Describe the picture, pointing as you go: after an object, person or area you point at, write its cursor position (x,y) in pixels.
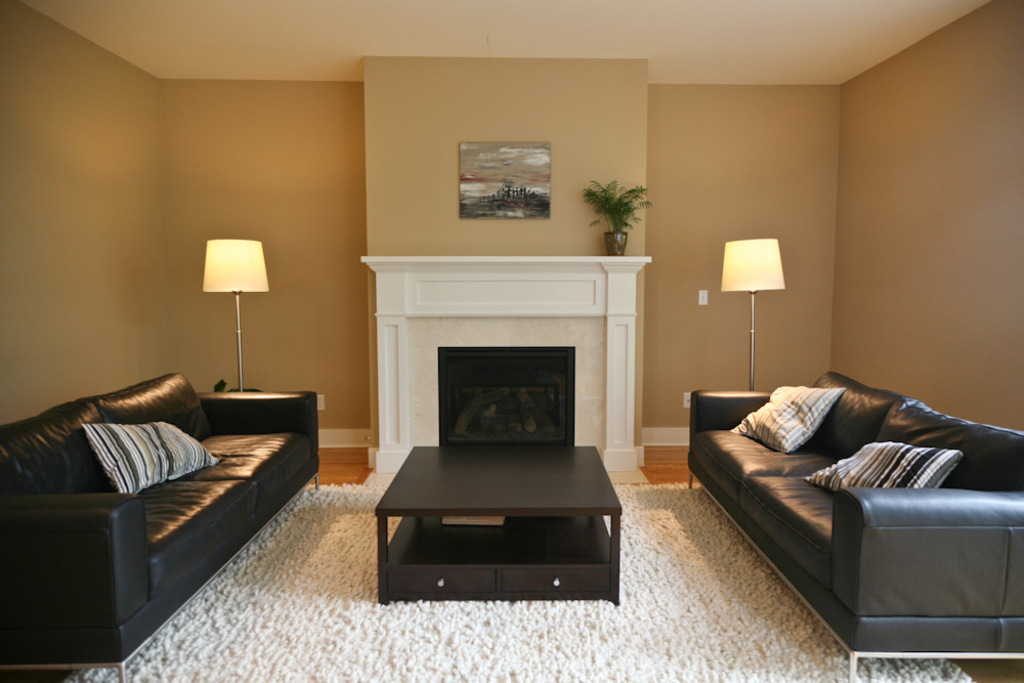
In the image we can see there are two sofas (748,499) and pillow (789,400) on it. In front of the sofa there is a table (482,512). There are two lamps (753,296) in the room (311,274) and a plant pot (629,210). There is a picture (495,197) stick to the wall (450,183). there is a carpet (664,595) which is in white color.
